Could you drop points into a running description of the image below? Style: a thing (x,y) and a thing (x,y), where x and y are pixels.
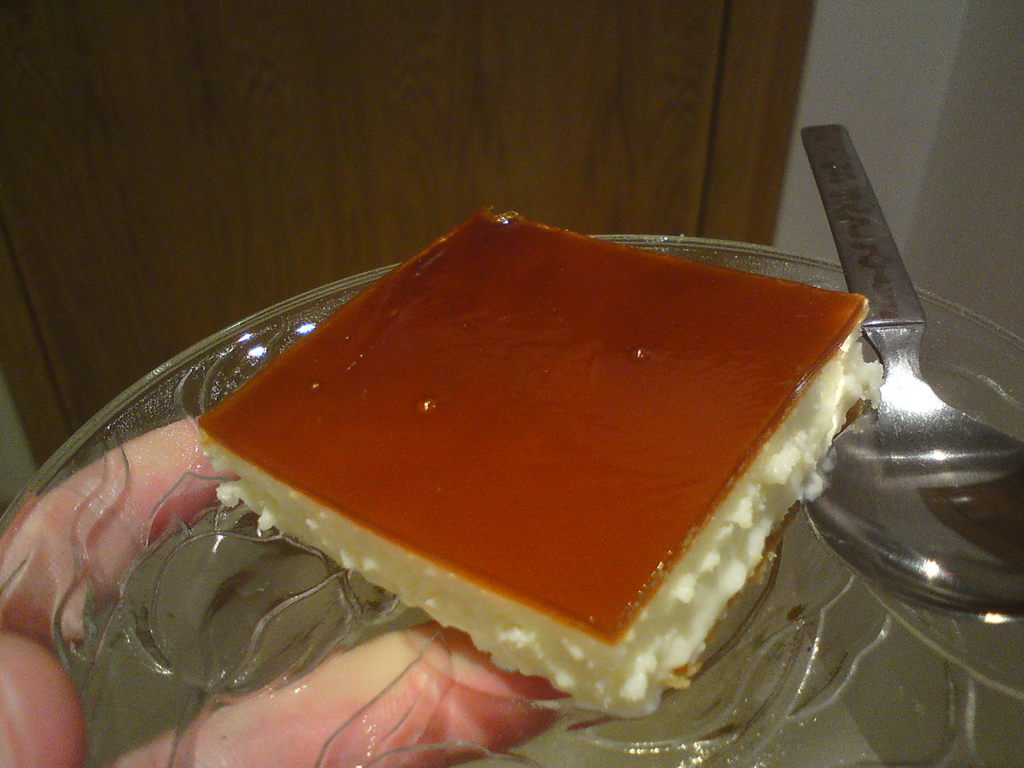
In this image we can see the hand (383,639) of a person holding a plate (817,618) containing some food (709,591) and a spoon (885,564) in it. On the backside (467,62) we can see a door (653,174) and a wall (902,234).
